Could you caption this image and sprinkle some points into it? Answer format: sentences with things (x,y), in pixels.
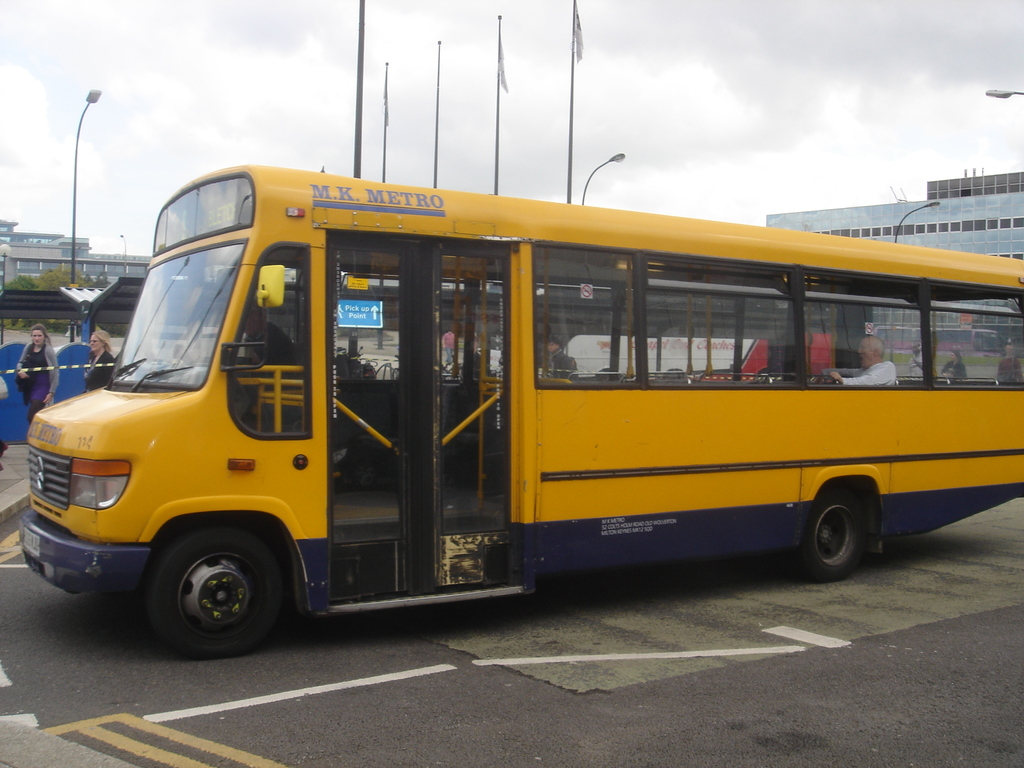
In this image, I can see a person (874,374) sitting in a bus (401,429), which is on the road (369,615). On the left side of the image (94,380), there are two persons (44,373) standing. In the background (572,144), I can see the poles (361,133), street lights (85,110), buildings (921,225), trees (48,276) and there is the sky (128,202).
